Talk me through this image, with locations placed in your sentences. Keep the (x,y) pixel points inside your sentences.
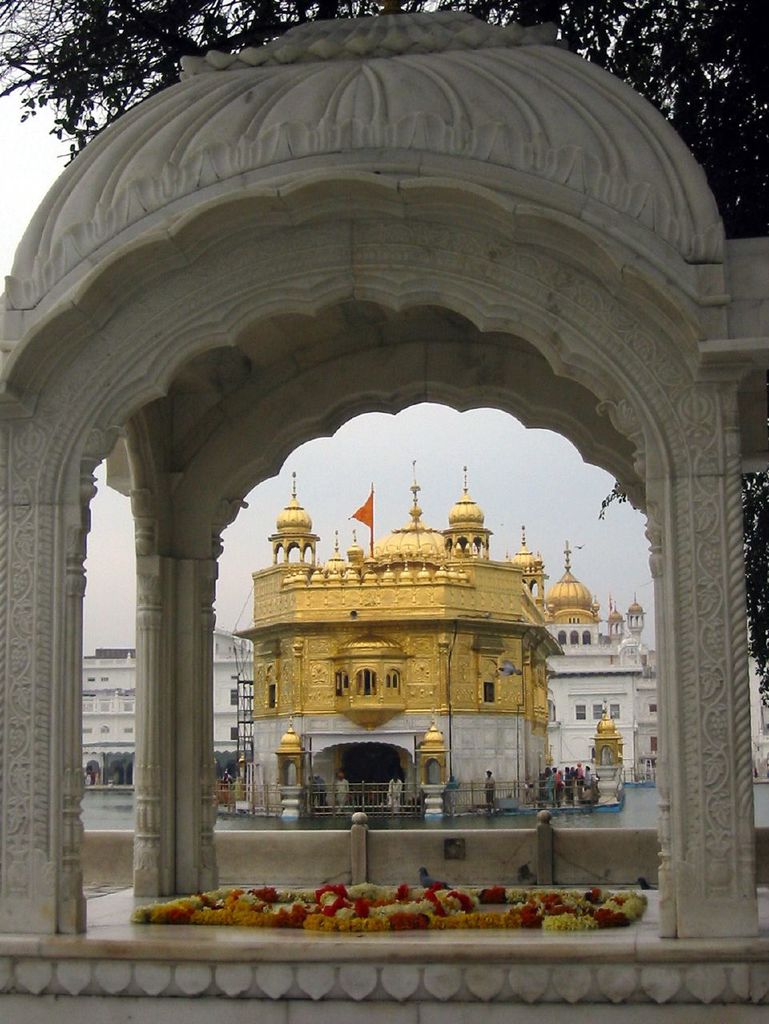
In this image we can see buildings (17,744), water body (623,810), flowers (202,919) and the sky (345,458). There is a tree (695,33) at the top of the image (713,76).
